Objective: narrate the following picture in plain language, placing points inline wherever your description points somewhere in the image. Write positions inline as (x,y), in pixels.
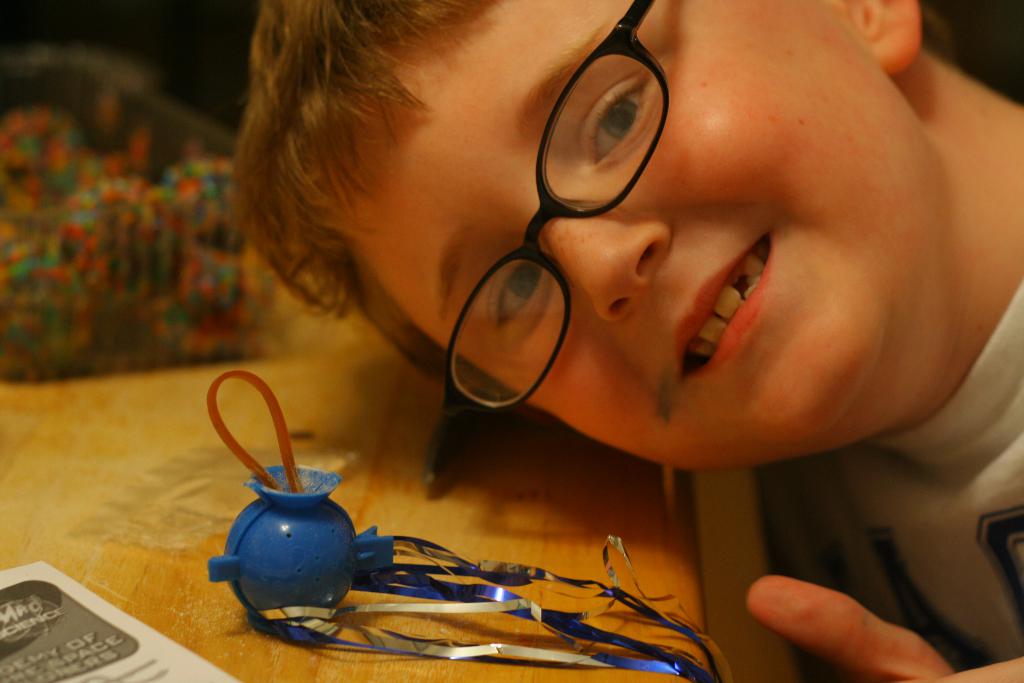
In this image I can see a person (592,197) wearing white color shirt (952,472), in front (55,612) I can see a paper (50,626) and a blue color object (249,551) on the table (627,530) and the table (611,529) is in brown color.
